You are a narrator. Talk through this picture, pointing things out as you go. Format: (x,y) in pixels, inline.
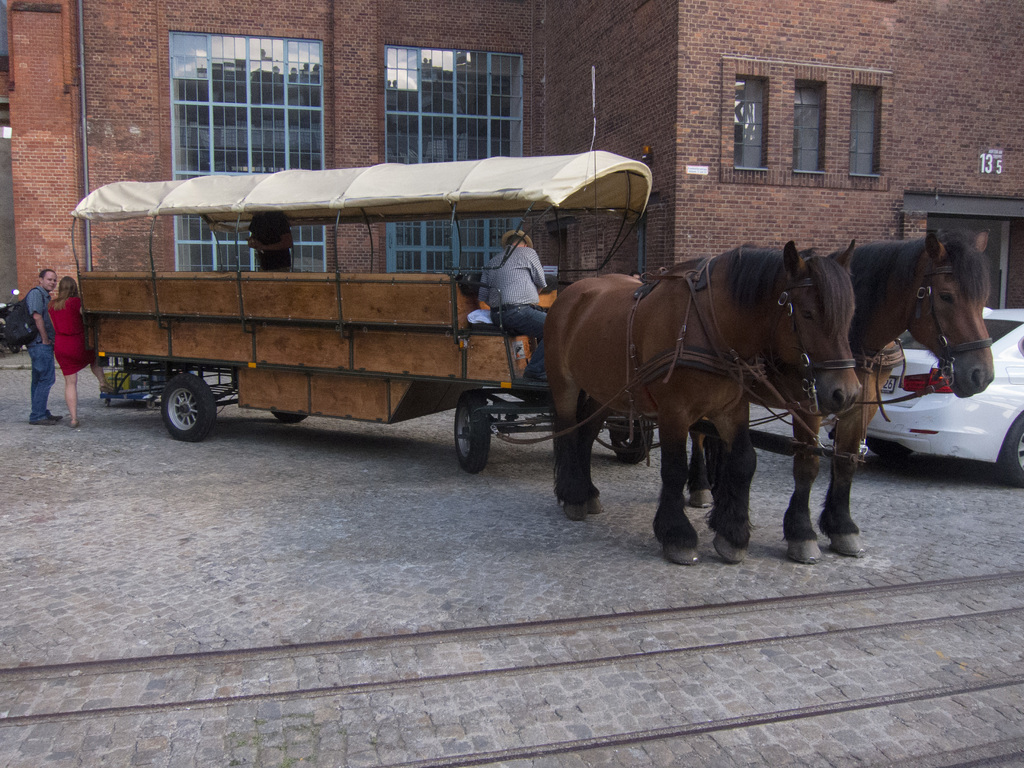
In this image we can see some people (506,294) in a horse cart (499,308). We can also see a car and some people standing on the ground (738,694). On the backside (615,265) we can see a building (202,262) with windows (455,146).
